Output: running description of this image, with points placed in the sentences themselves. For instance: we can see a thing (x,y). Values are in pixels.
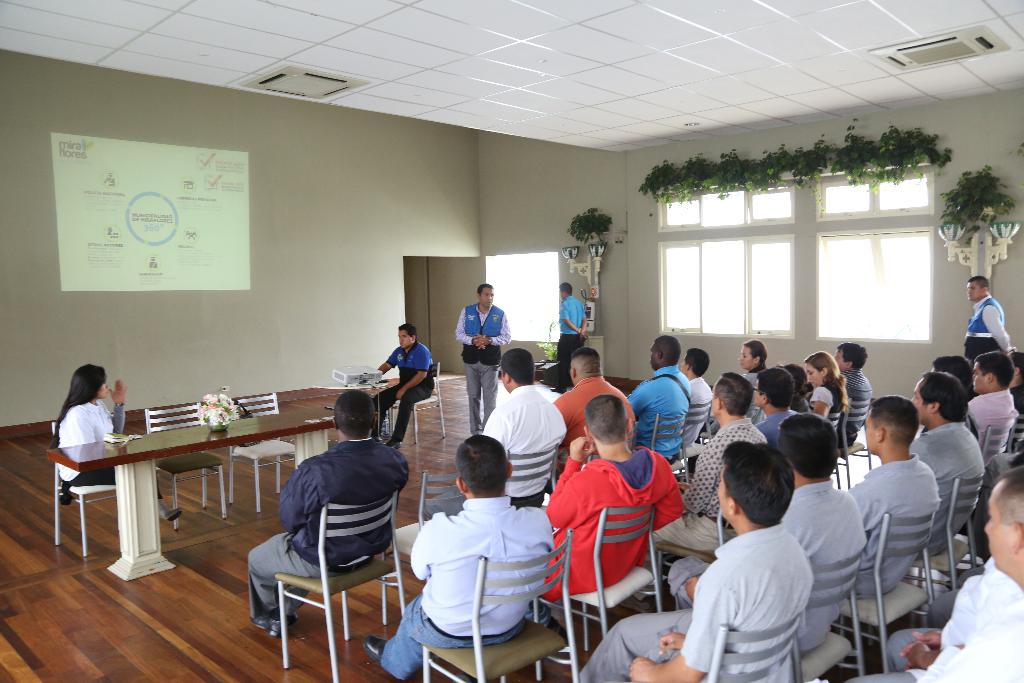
The picture is taken inside a big room (136,598) where there are number of people (528,538) sitting on the chairs (640,573) and at the left corner (93,402) there is one woman (79,426) sitting on the chair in front there is a table (155,440) with one flower pot (220,412) on it, behind her there is a big wall (194,373) on that wall (134,345) there is one screen projector (171,256) with a projector (348,373) and one person (409,350) is sitting on a chair (441,402) for operating a projector (370,369) and at the entrance (475,287) of the room (458,373) there is another person (497,327) standing and beside the people (701,365) there is one big window (718,294) and some plants (900,173) on it and side plants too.
